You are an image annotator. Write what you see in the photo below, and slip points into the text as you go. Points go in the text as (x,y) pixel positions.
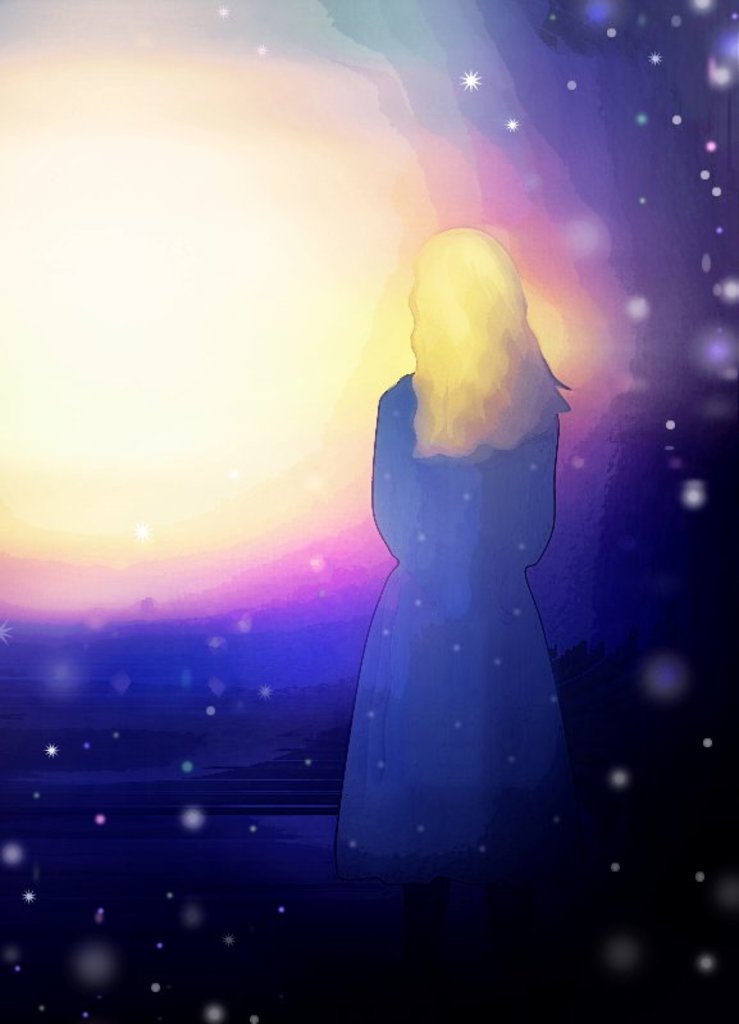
It is a graphical picture. In the image in the center (428,510) we can see one person (484,522). In the background (182,530) we can see the lights (403,172).
